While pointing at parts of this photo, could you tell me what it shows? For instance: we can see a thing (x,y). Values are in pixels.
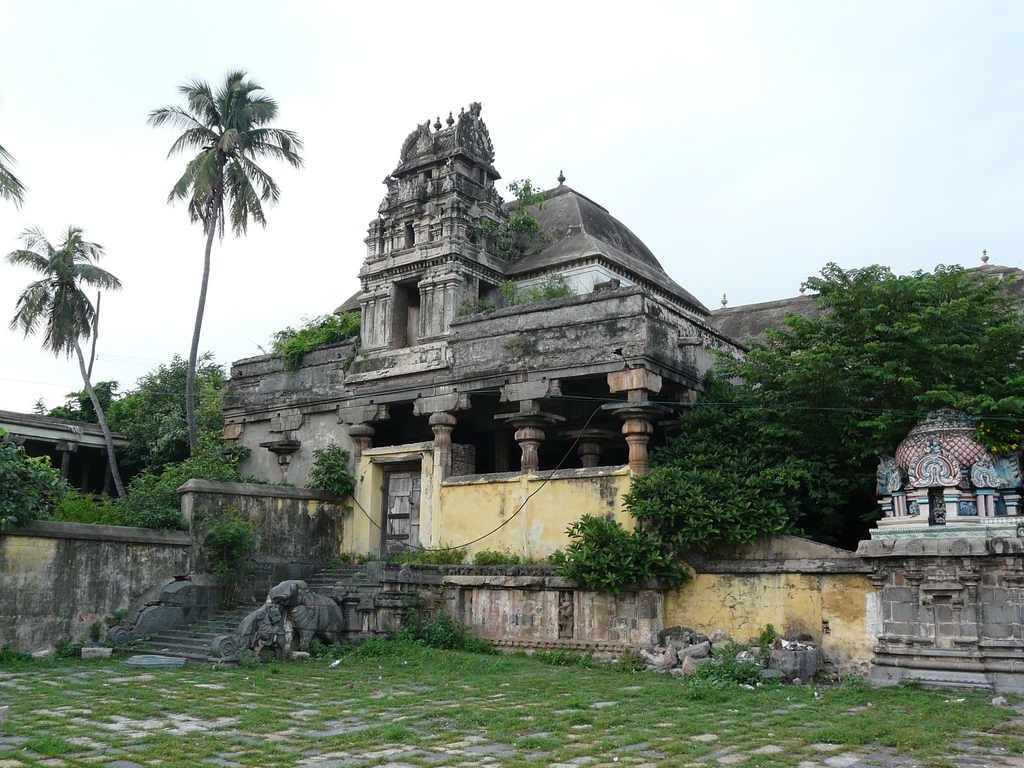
In this picture I can see the temple (474,445). I can see the green grass (551,683) in the foreground (470,698). I can see trees (628,576). I can see clouds (528,81) in the sky (438,100).
